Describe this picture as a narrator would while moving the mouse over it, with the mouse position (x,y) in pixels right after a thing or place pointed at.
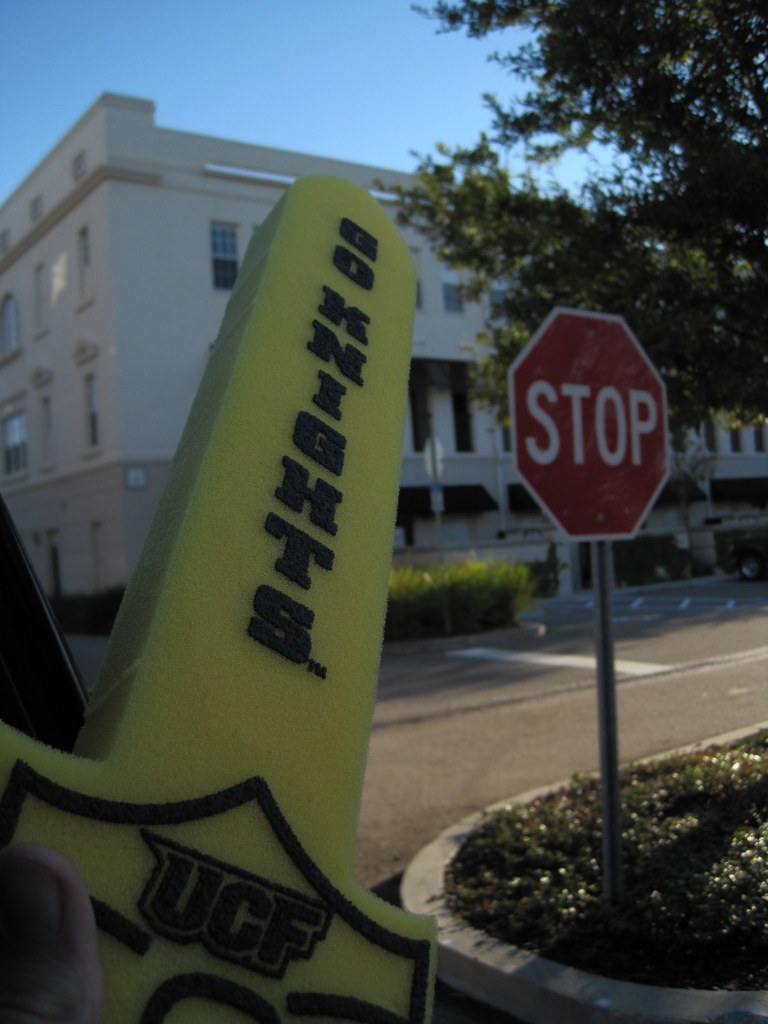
In the image there is a stop sign (627,456) on the right side (539,395) on the grass (557,816), in the back (133,317) there is a building (304,163) with plants (423,584) and trees (694,302) in front of it and above its sky (287,81).
